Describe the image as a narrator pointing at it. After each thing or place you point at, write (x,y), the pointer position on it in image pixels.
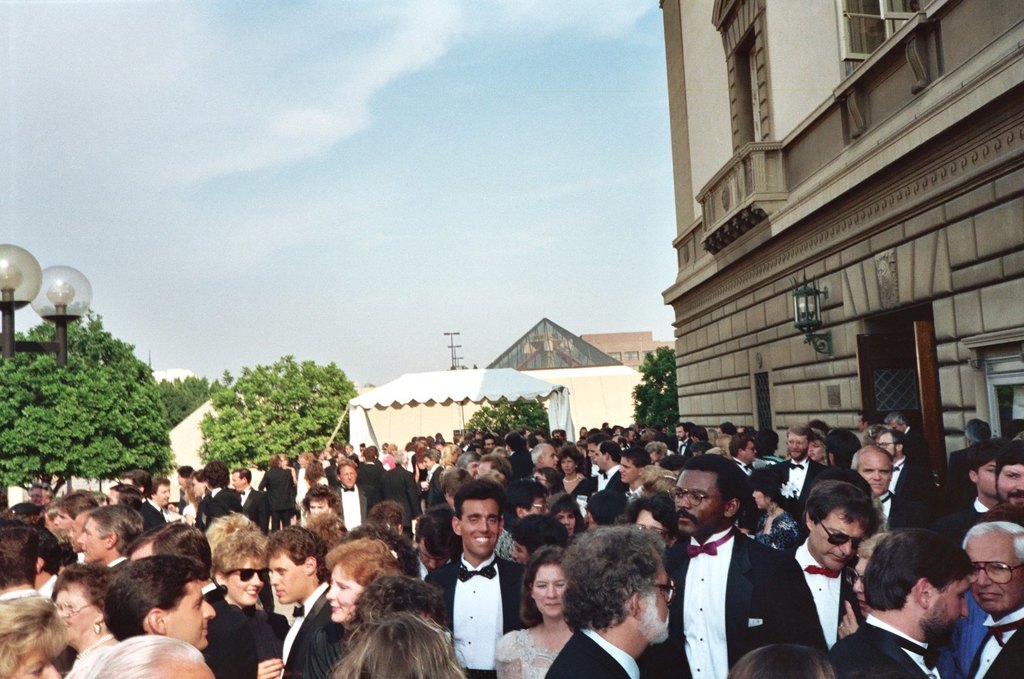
In this picture I can see number of people (465,468) who are standing in front (275,559) and on the right side of this picture (840,189) I can see few buildings (1002,369). In the background (289,255) I can see the trees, 2 lights (66,328) and the sky (219,180).
